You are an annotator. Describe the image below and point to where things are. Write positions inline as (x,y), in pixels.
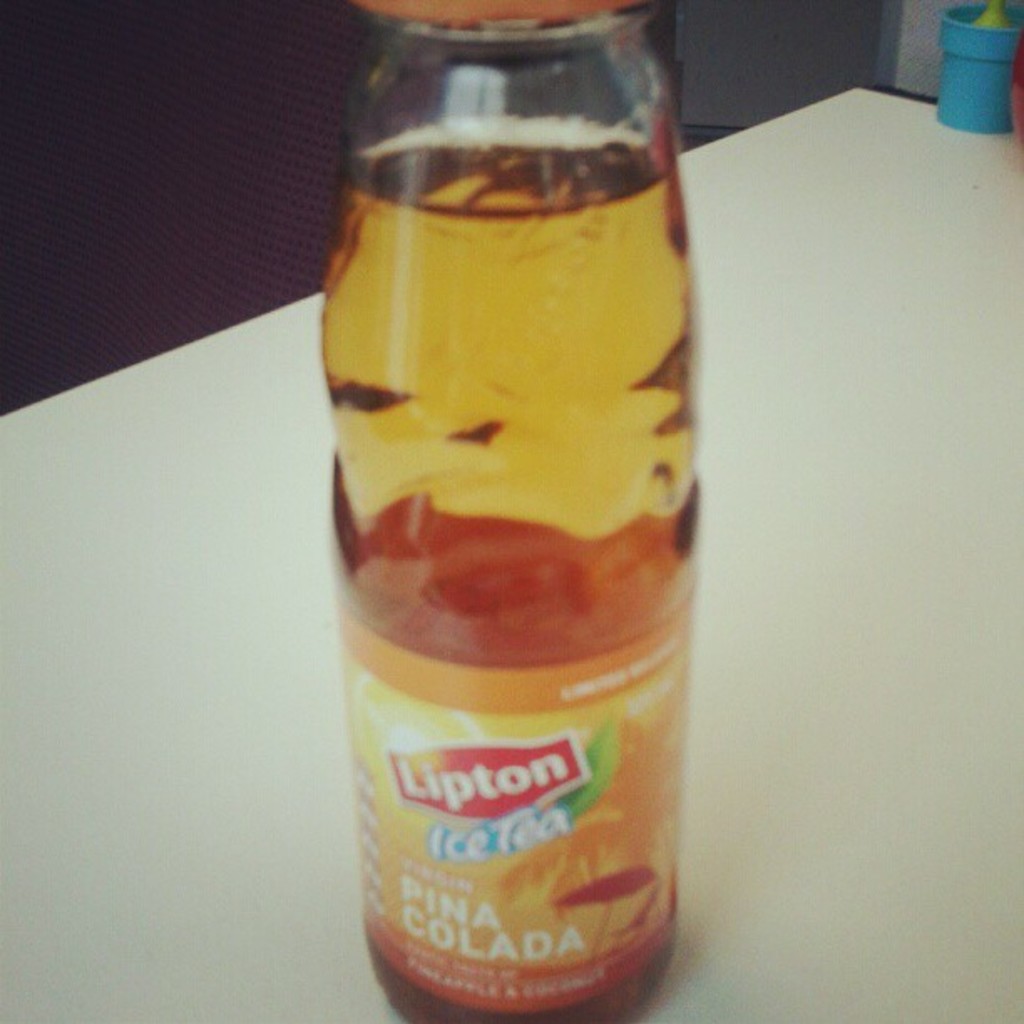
This is a picture of a bottle (644,944) which is in orange color and kept on the white table (287,388) and on the bottle (504,782) it is written as lipton ice tea.
